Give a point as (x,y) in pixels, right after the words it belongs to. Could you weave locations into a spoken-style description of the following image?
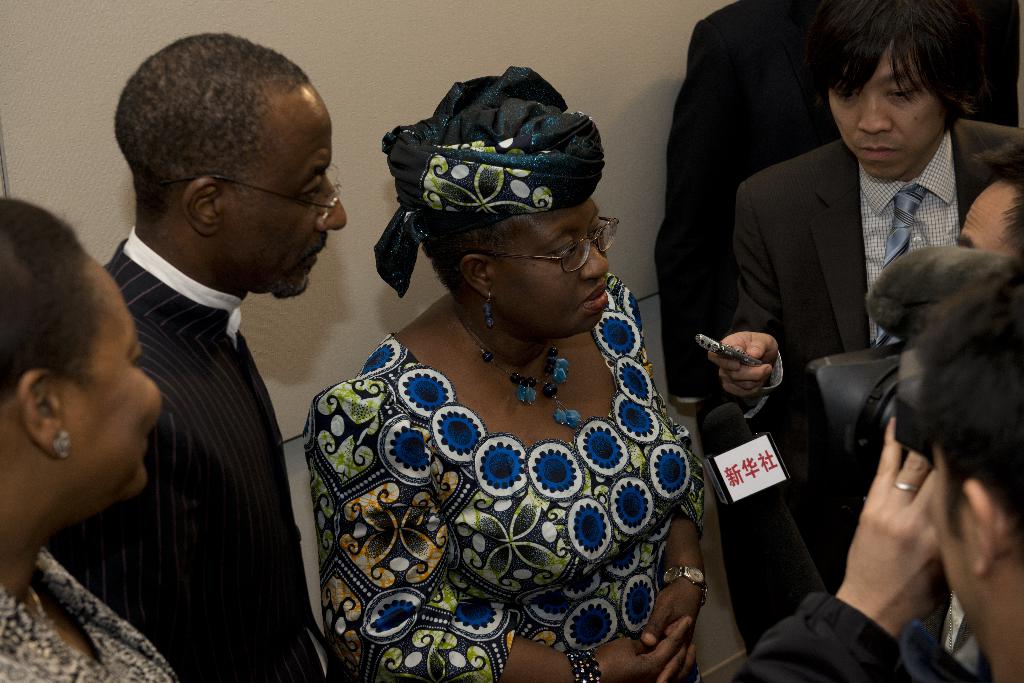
Here we can see few persons (970,666). There is a camera (873,367) and a mike (782,470). In the background (51,162) we can see a wall (565,52).
